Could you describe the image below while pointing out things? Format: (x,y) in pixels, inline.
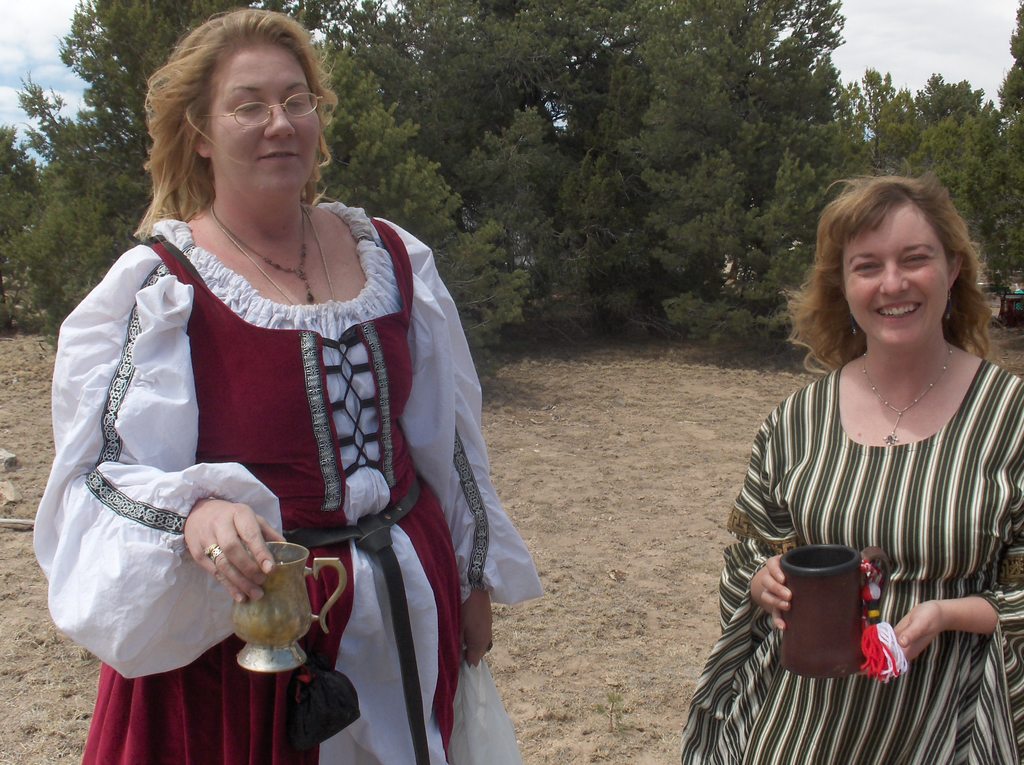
On the left side (189,229), there is a woman (369,361) wearing a spectacle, holding a cup (301,631), smiling and standing. On the right side (956,631), there is another woman (979,428) holding a cup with a hand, smiling and standing. In the background (983,176), there are trees (576,0) and there are clouds (14,63) in the sky (14,63).
